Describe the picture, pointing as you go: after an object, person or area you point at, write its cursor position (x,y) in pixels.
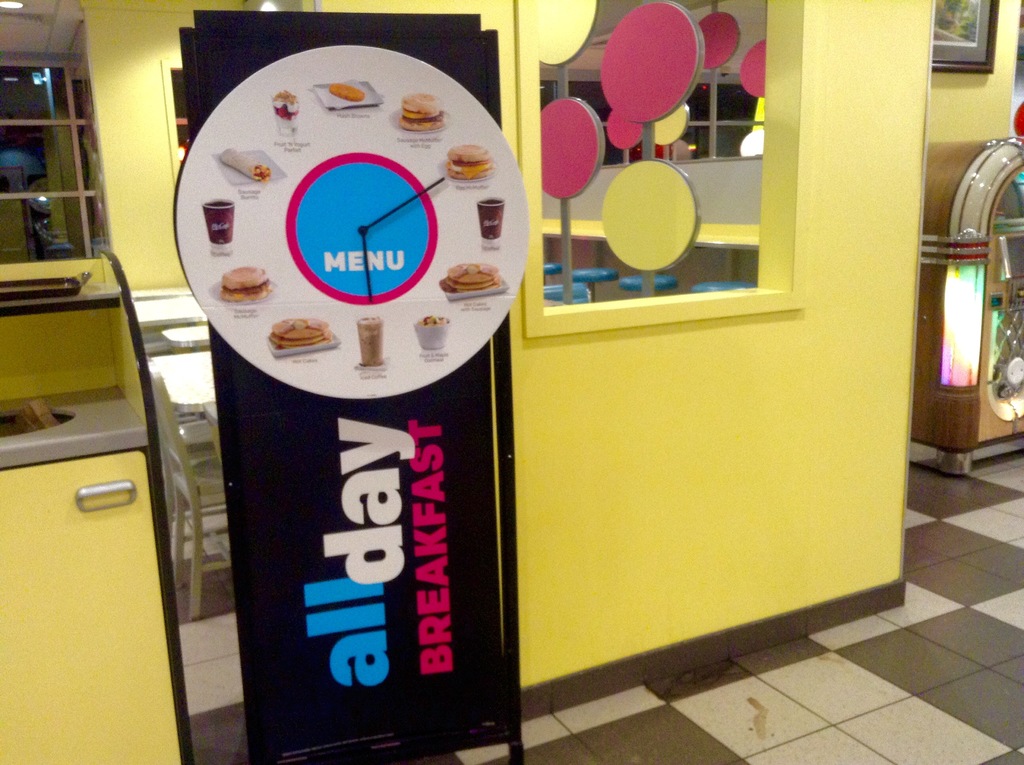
We can see board (323,195) with pointers (374,223) and banner (275,482) with stand (457,24), beside this banner (265,473) we can see cupboard (94,493) and object (57,293) on the surface (70,301). In the background (143,64) we can see wall (113,205), glass (27,77), lights (273,3), tables (179,306), chairs (192,436) and plain boards (648,257) on poles (648,140). On the right side of the image (955,35) we can see frame (970,68) on a wall (966,129) and object (963,223).
